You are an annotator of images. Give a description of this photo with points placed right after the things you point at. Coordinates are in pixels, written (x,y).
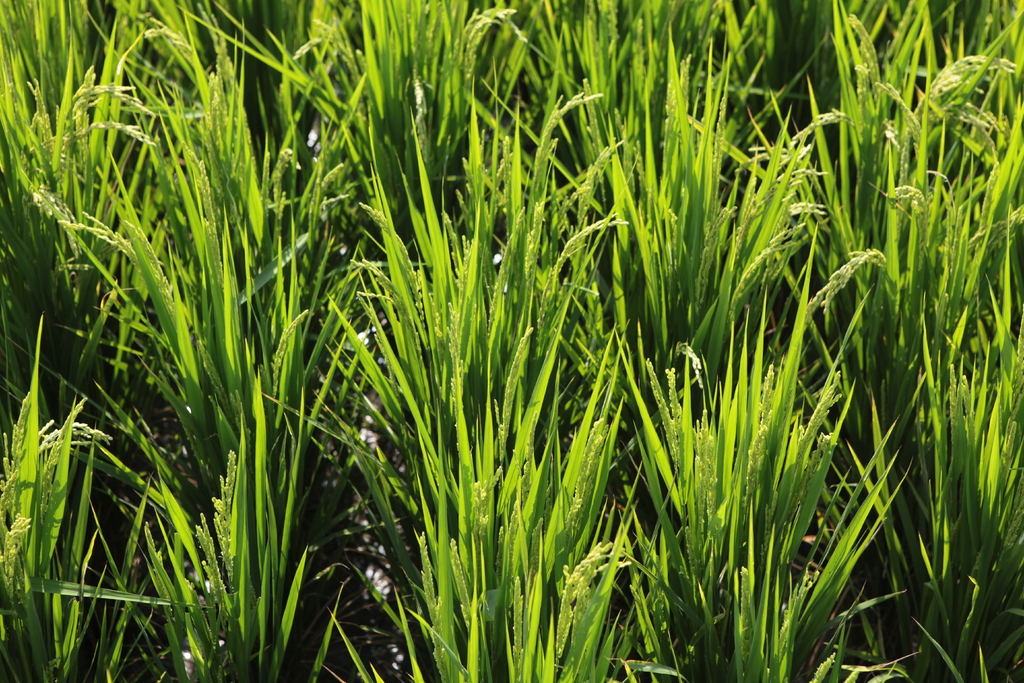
In this image I can see the grass (424,391) which is in green color.
